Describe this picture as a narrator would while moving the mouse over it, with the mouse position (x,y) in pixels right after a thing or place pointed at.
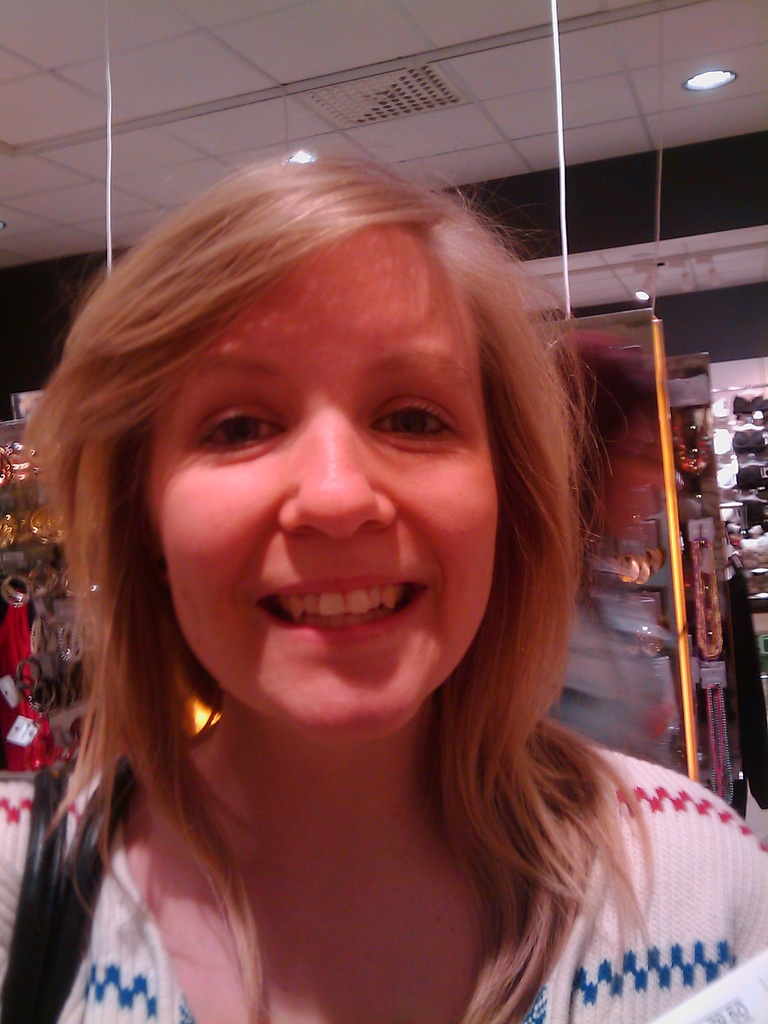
In this image there is a woman (202,555) with a smile on her face (271,444), behind the woman (289,501) there are a few objects (21,660).
